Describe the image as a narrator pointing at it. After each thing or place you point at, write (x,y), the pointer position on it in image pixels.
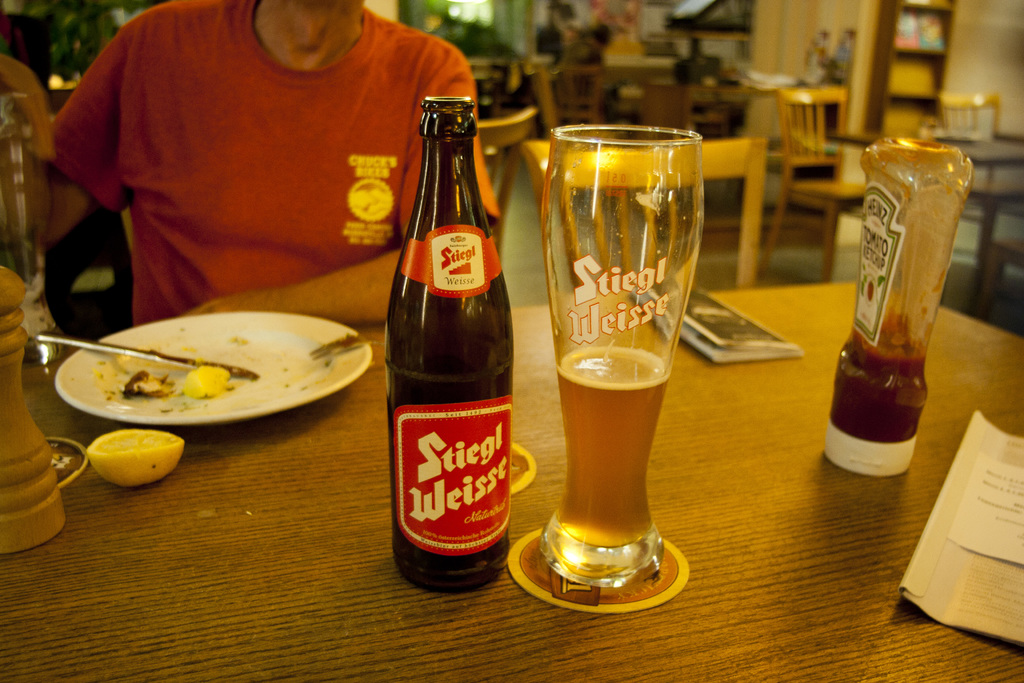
In this picture we can see man (196,32) wore orange color T-shirt (248,154) and in front of him there is a table (762,548) and on table (325,443) we can see glass (589,290) with half drink (598,385) and a bottle (501,320), paper (953,575), book (747,349), plate (262,366), knife (91,348), lemon (140,453) and in background (794,90) we can see table (742,75) and chair system (559,88) and it is blurry.
